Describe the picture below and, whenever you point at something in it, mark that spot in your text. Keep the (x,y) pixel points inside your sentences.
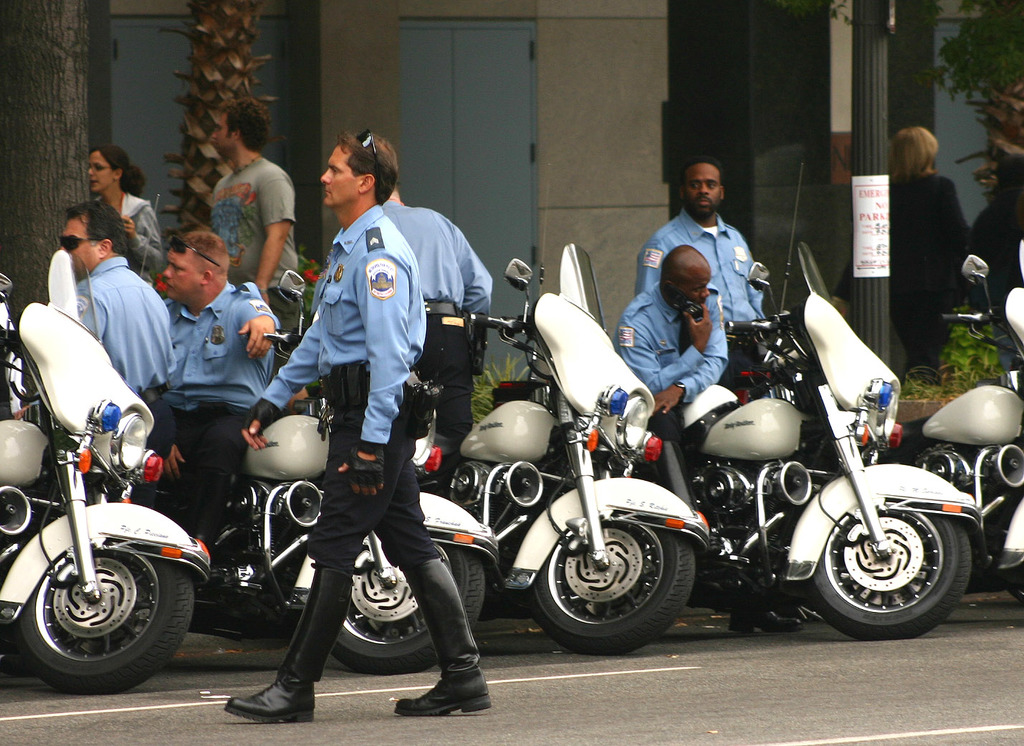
This picture shows some of the men (199,332) were sitting on the bikes (58,498) which were parked on the side of the road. A man (344,438) is walking in front of them. In the background (245,176) there is a man (259,200) and woman (116,182) walking. We can observe a trees (223,73) here and a pole (874,135) here. There is a wall (575,102) in the background (581,109).
